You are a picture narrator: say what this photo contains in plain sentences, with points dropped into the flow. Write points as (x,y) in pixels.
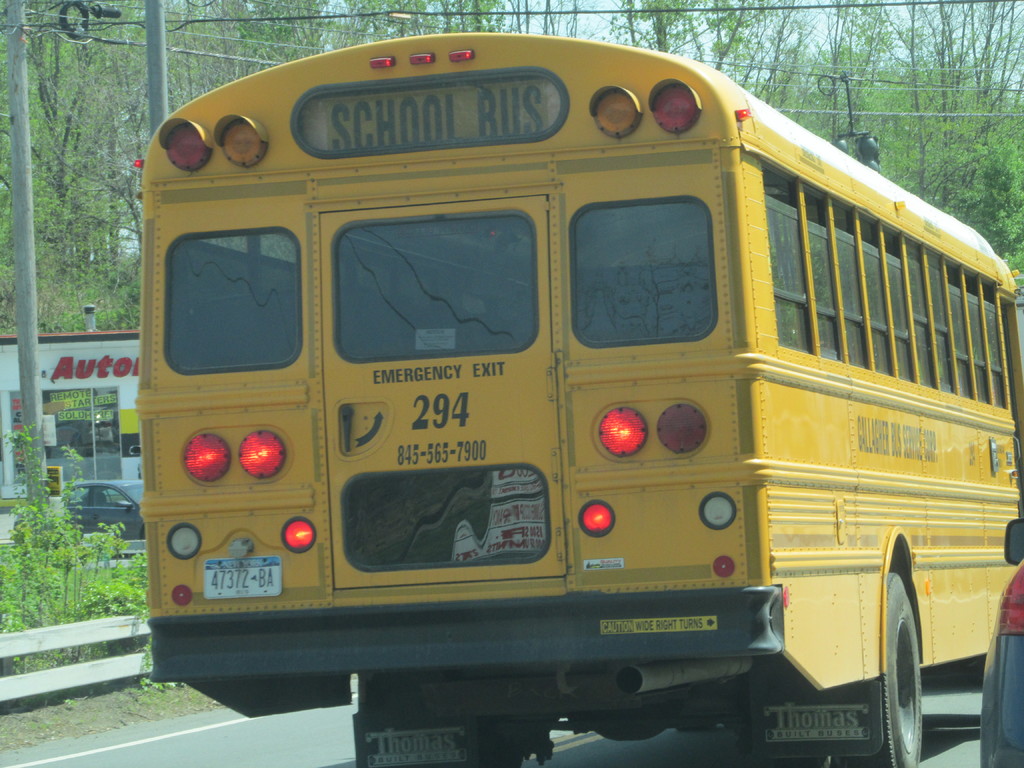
In this image in the center (582,288) there is one bus (461,377), and on the right side (1020,690) there is one vehicle (1008,604). And in the background (956,57) there are some poles (29,250), trees (141,58), vehicles (110,510), building (64,405). And on the building (58,391) there is some text (69,376), and at the bottom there is a road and on the left side of the image (56,673) there is a fence (12,685).
